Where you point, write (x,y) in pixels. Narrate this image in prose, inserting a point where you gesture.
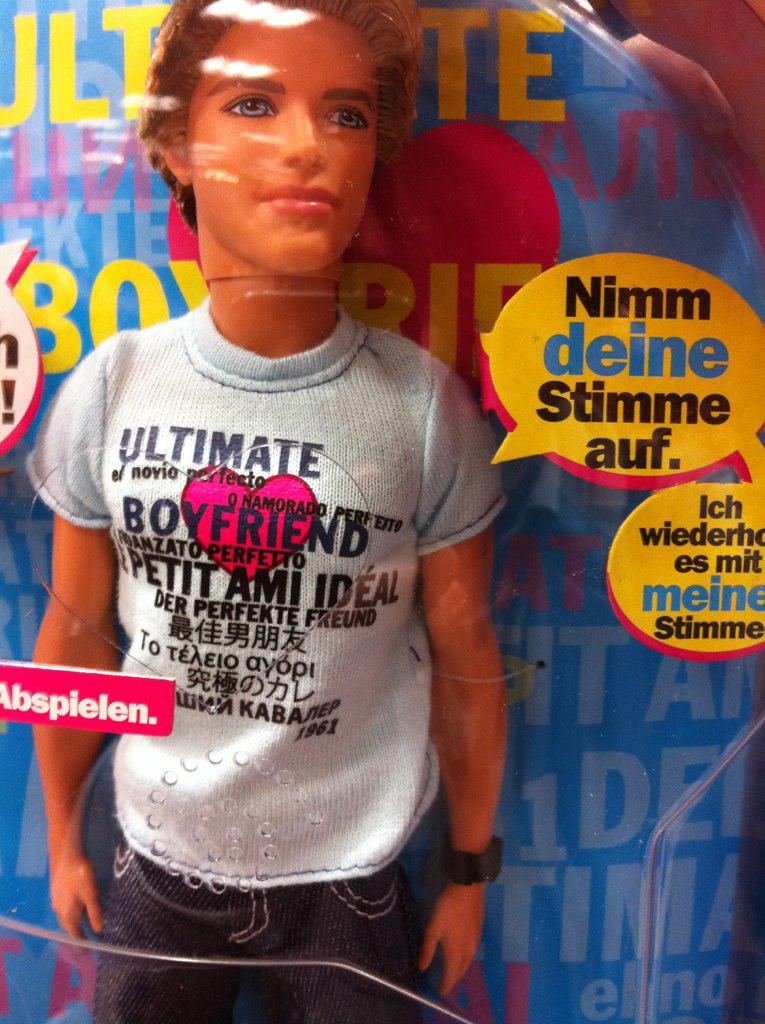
In the image we can see a doll (360,11), on the doll (373,15) there are some writings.
